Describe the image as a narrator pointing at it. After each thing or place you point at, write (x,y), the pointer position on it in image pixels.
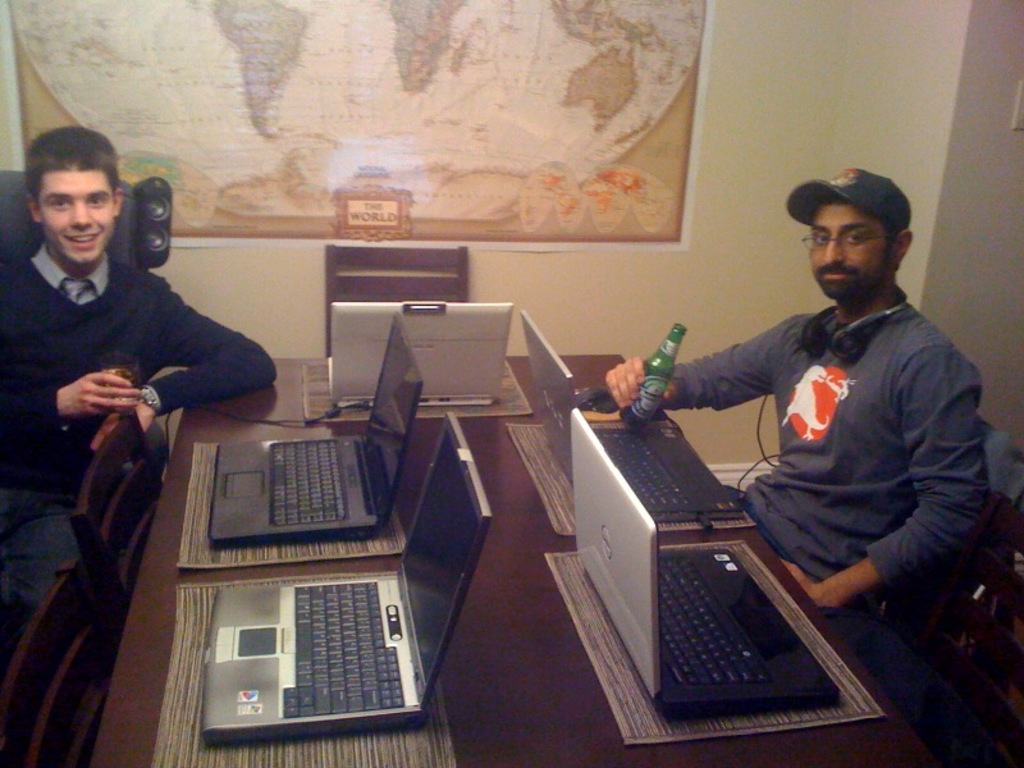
There are two people (87,387) sitting in front of a table (302,434), there are laptops (662,504) on the table (497,449). There is a map (440,16) and a chair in the background (443,230).
